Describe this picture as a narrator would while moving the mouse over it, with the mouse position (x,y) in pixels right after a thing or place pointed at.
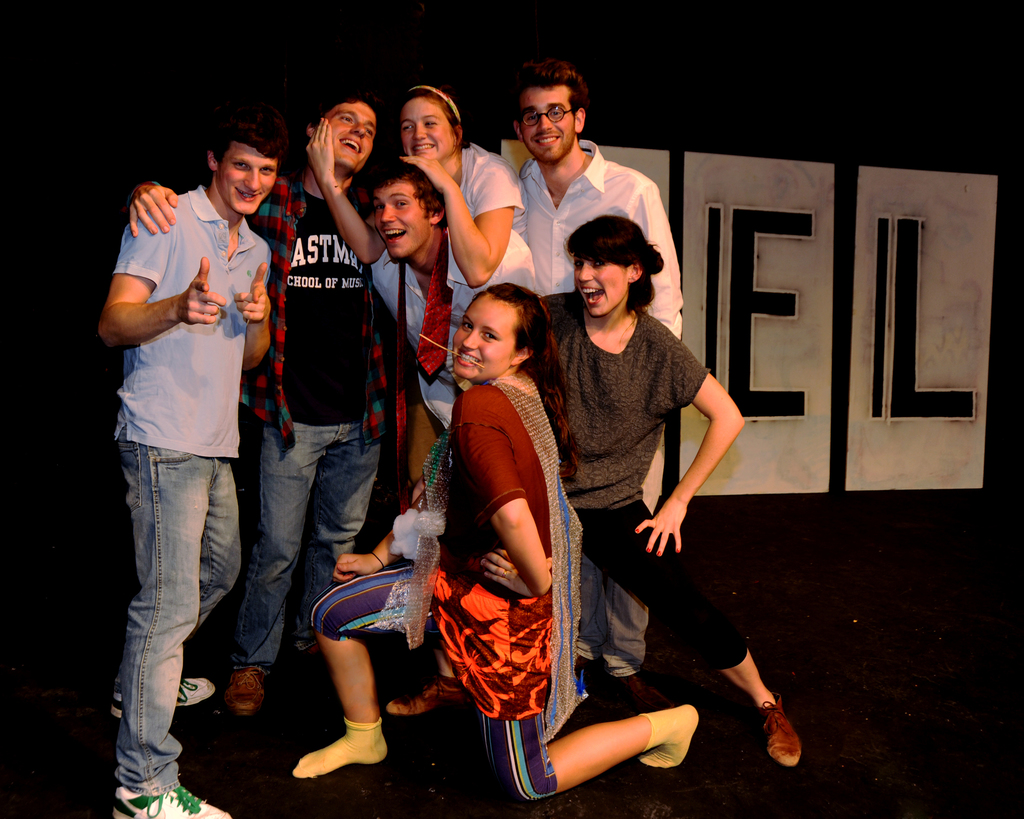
In this picture we can see a group of people (221,422) on the stage (385,515) and a woman (437,581) is in kneeling position. Behind the people (447,326) there is a dark background (161,88).
